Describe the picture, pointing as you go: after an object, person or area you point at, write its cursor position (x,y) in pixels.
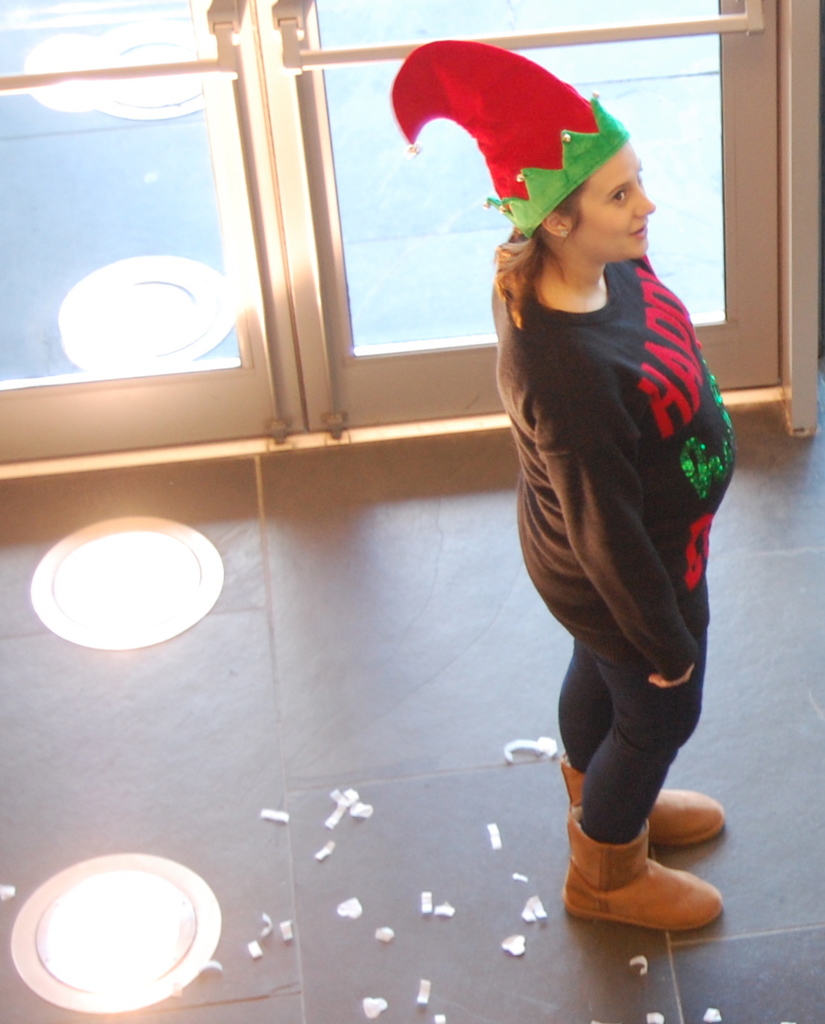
In this image I can see a woman (547,430) is standing. I can see she is wearing sweatshirt (603,393), jeans (585,657), brown colour shoes (613,890) and red colour cap (535,131). I can also see something is written on her dress (611,474) and here I can see few white colour things (350,799). In the background (139,232) I can see glass doors (240,182).
